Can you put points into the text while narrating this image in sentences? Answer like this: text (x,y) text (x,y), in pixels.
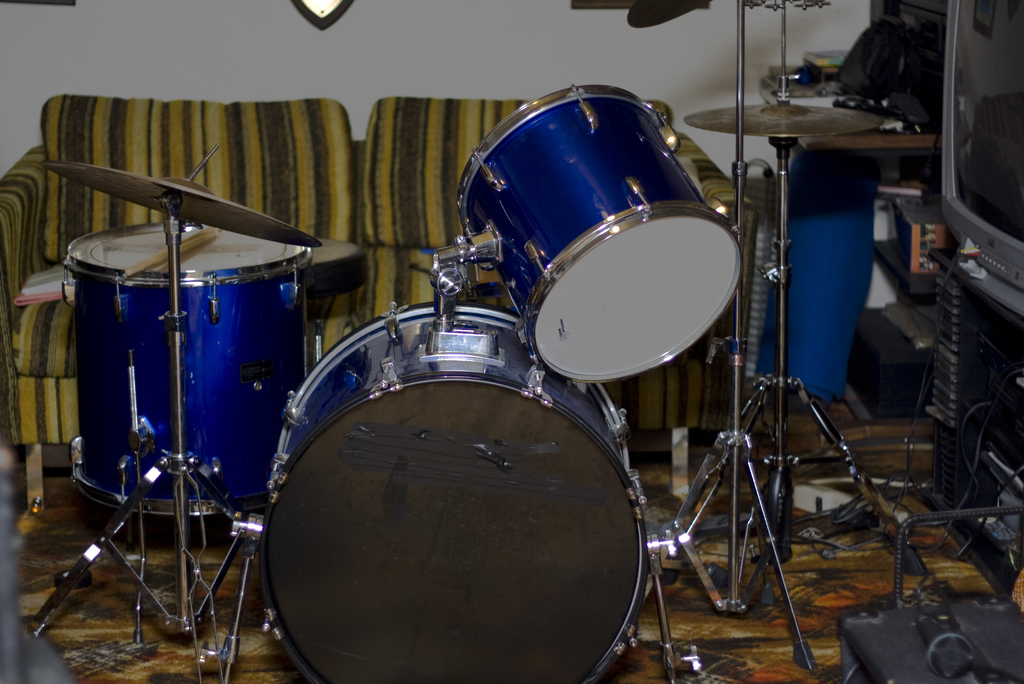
In this image there are drums (481,320) and band (487,542) in the middle (509,376). In the background (274,144) there is a sofa (350,169). On the right side (715,125) there are musical plates (715,125). On the right side (953,160) top corner there is television (946,133) on the table (996,311).
